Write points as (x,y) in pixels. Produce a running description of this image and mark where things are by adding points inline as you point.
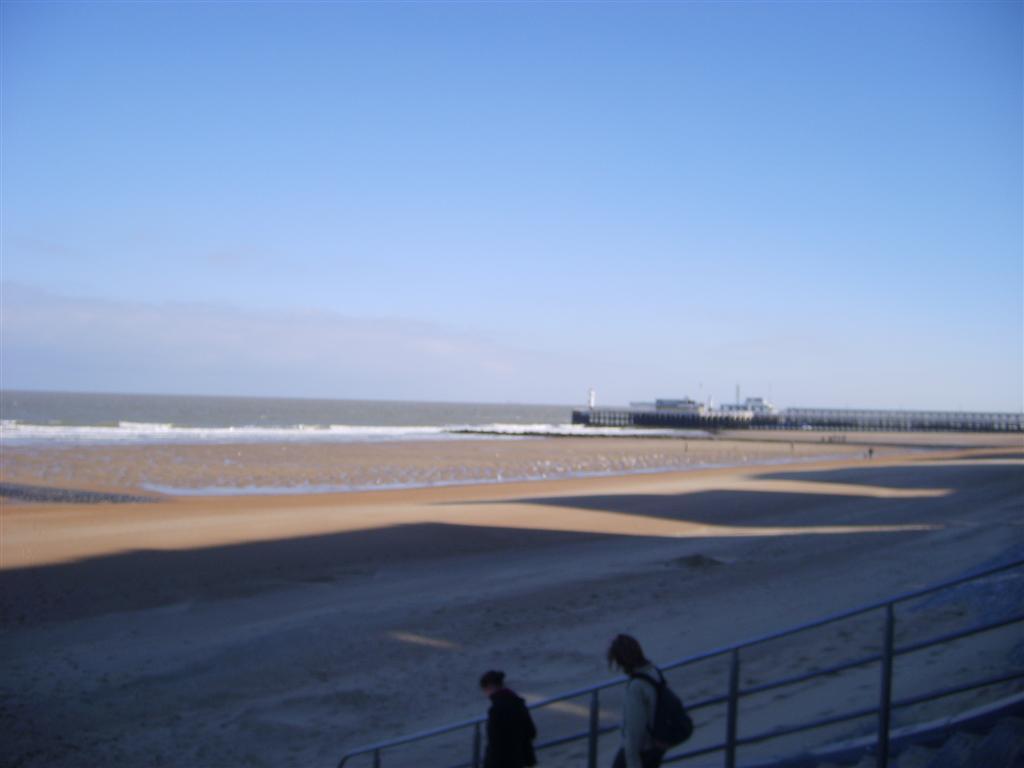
In this image I can see the sea (328,424) and the port area (609,424) with some buildings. I can see two women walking down the stairs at the bottom of the image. At the top of the image (406,74) I can see the sky (352,131).
